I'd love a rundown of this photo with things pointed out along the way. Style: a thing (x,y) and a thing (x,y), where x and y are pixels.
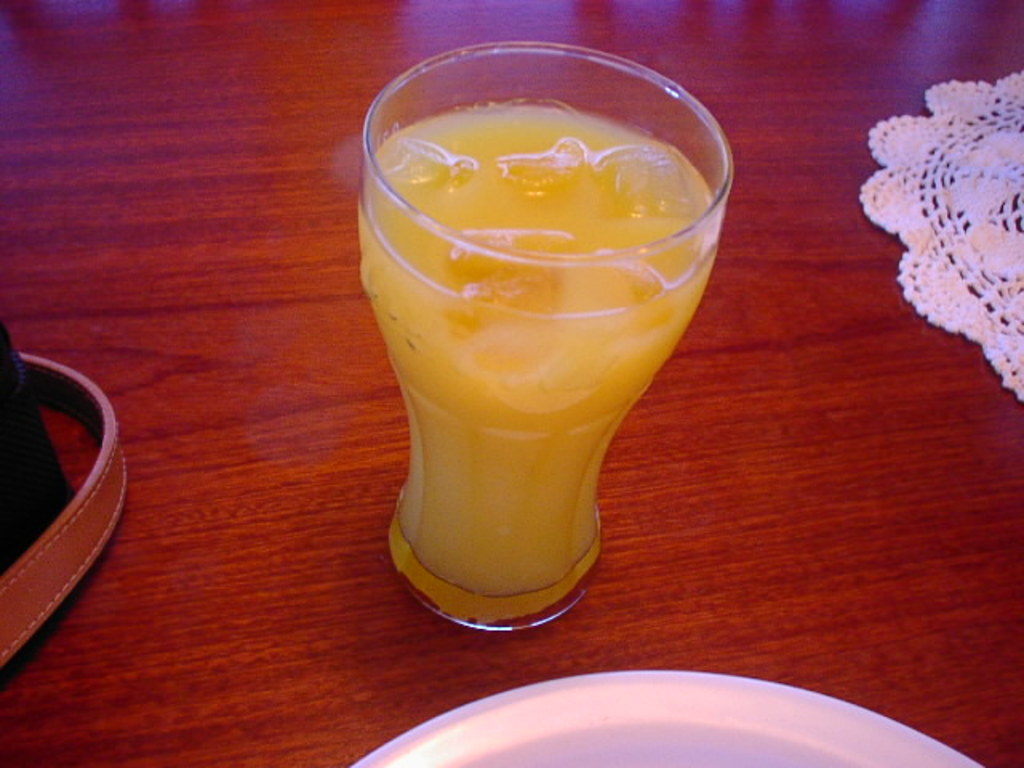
In this image, I think this is a glass (504,487) of juice (564,488) with the ice cubes (534,272) in it. This looks like a wooden table (764,445). I can see a cloth (952,216), plate (577,718) and a glass (456,582) are placed on the table (687,485).
